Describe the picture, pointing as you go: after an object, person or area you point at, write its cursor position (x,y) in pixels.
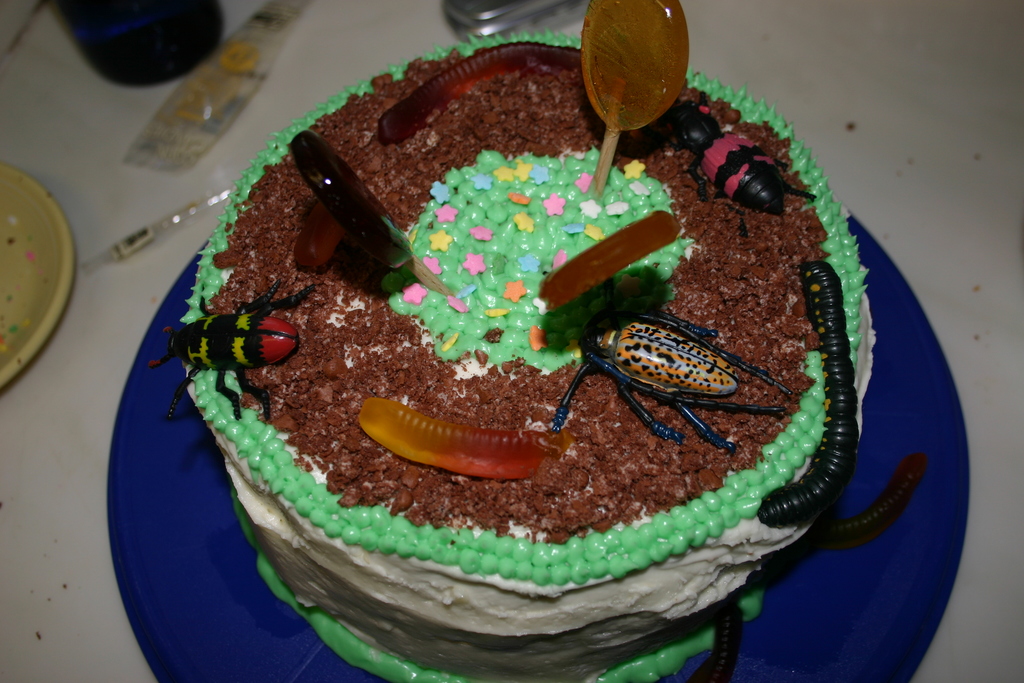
In this image I can see the white colored surface (929,129) and on it I can see a blue colored plate (924,576). On the plate (855,594) I can see a cake (560,489) which is brown, green, blue, yellow, red, pink, white and black in color. I can see few other objects (144,242) on the white colored surface (73,133).
